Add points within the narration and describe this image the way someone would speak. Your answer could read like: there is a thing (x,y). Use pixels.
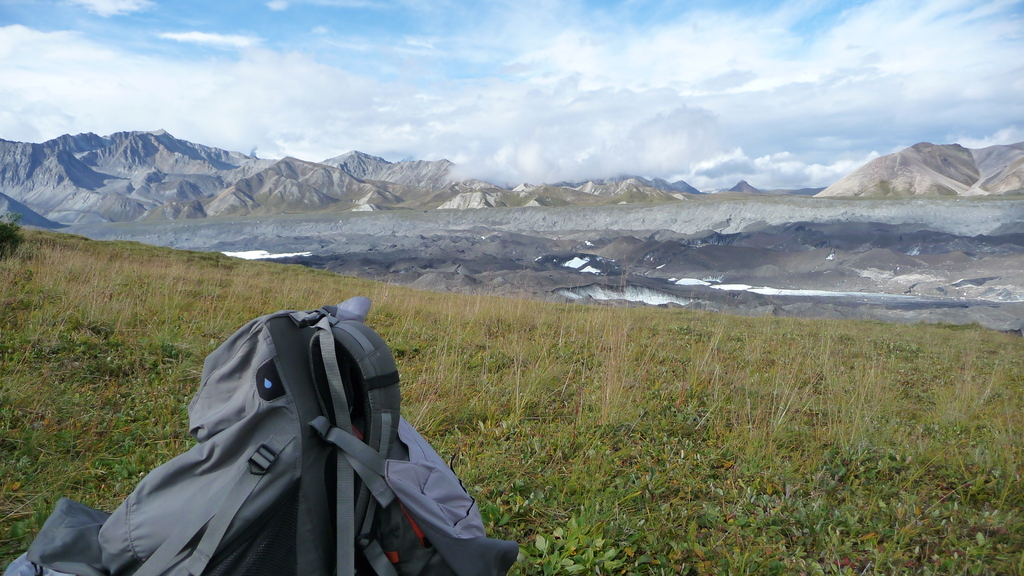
In this picture I can see at the bottom (349,467) it looks like a bag (356,477) and there are plants (563,416), in the middle (359,195) there are hills (603,236), at the top (617,96) there is the sky (529,78).
